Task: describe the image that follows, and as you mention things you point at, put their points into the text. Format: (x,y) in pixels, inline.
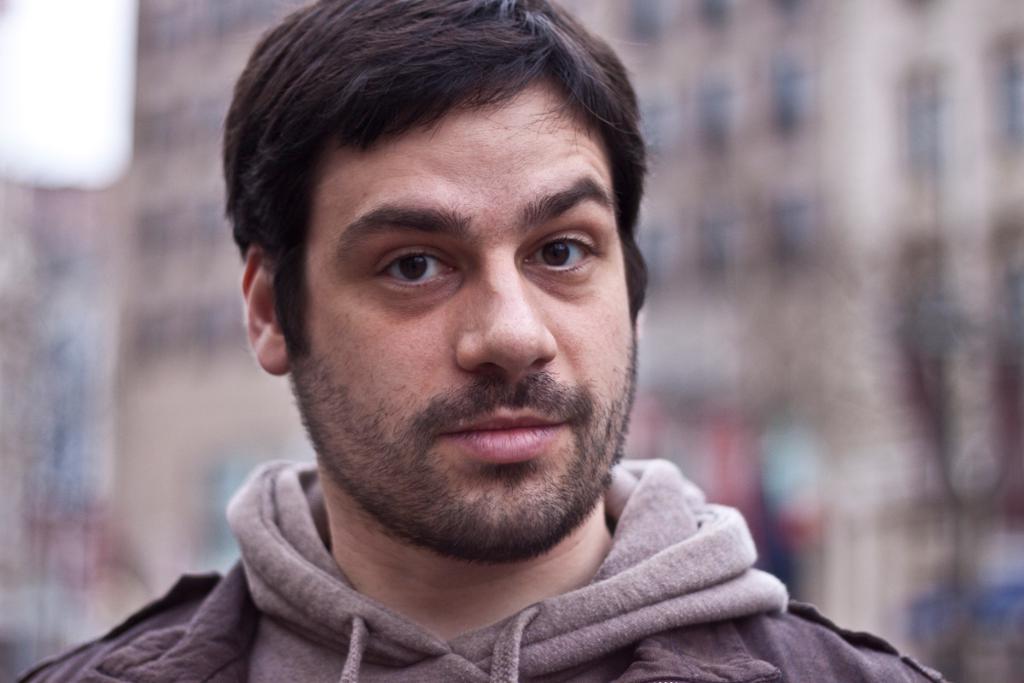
In this picture there is a man (422,322). In the background of the image (774,357) it is blurry.
